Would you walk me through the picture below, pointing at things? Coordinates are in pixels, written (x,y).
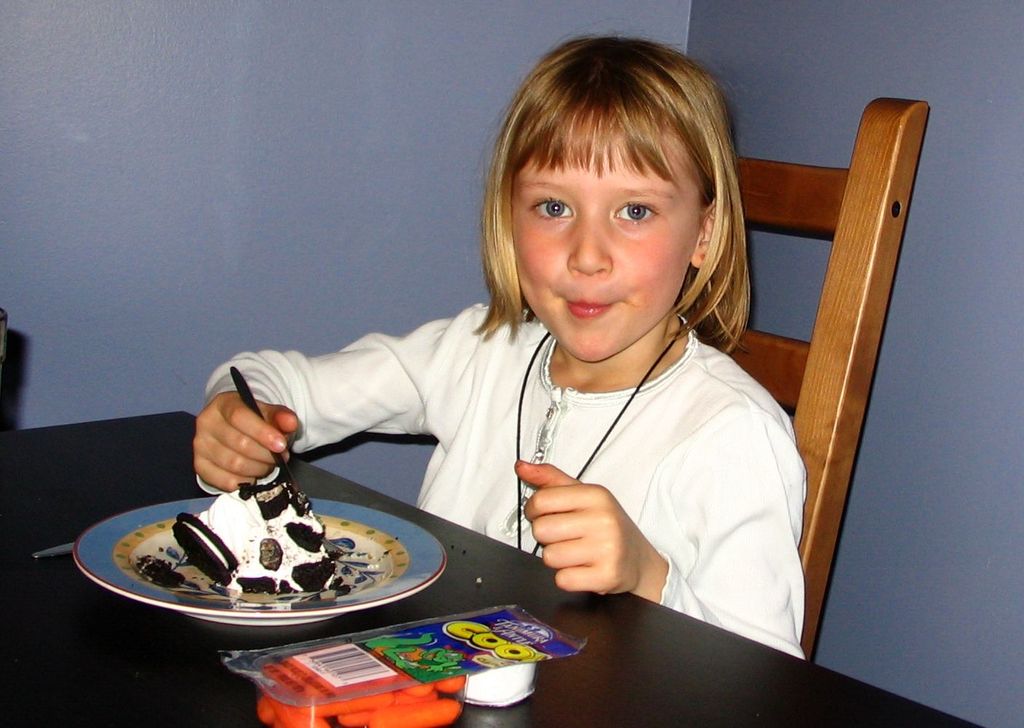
In this image I can see a girl (750,461) sitting on chair (841,408), In front of her I can see a table (610,649), on the table (170,648) I can see a plastic box (557,641) and a plate (357,529) and top of plate (357,529) I can see a cake (284,505) and girl (279,436) holding a utensil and in the background (272,344) I can see the wall (1023,171).
